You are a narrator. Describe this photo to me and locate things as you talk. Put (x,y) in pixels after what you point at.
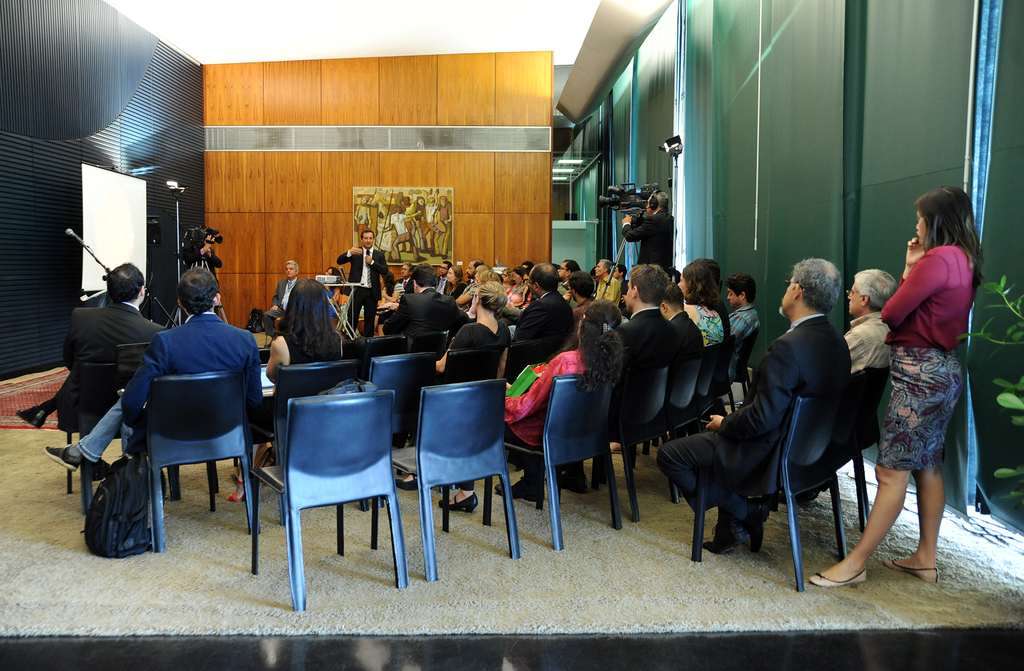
In this picture there are several people (308,327) sitting on the chairs (204,429) and looking at the guy (357,274) who is explaining with a mic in his hand (370,253). In the background (378,208) we observe a painting (376,228) attached to the wall (351,231) and to the left (131,206) there is a white screen (113,205). A guy (639,237) is holding a camera (645,208) in the right side of the image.
